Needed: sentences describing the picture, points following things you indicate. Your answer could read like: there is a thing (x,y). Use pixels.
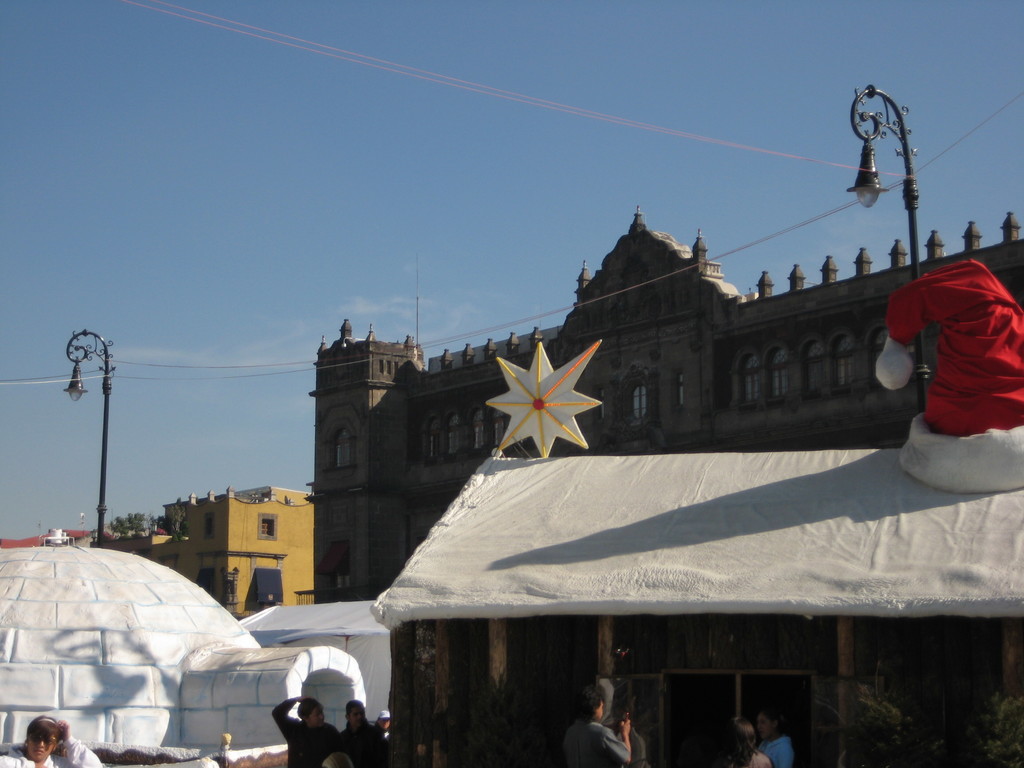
This is an outside view. At the bottom (301,746) there are few people (730,742). In the background (438,416) I can see some buildings (350,463) and two light poles (854,123). At the top of the image (276,150) I can see the sky (124,242).
